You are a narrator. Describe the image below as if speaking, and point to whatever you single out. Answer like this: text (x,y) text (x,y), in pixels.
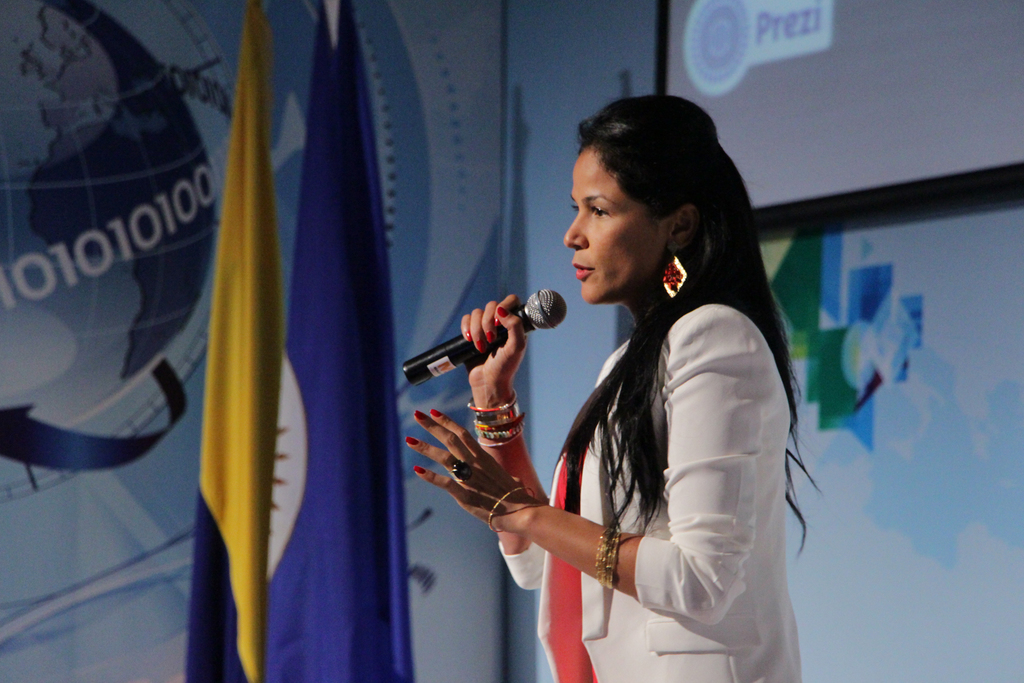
In the middle of the image (630,236) a woman (650,285) standing and holding a microphone (445,349). Top right side of the image (794,144) there is a screen (797,90). In the middle of the image (370,306) there is a flag (237,263). Behind the flag (269,110) there is a banner (125,296).
